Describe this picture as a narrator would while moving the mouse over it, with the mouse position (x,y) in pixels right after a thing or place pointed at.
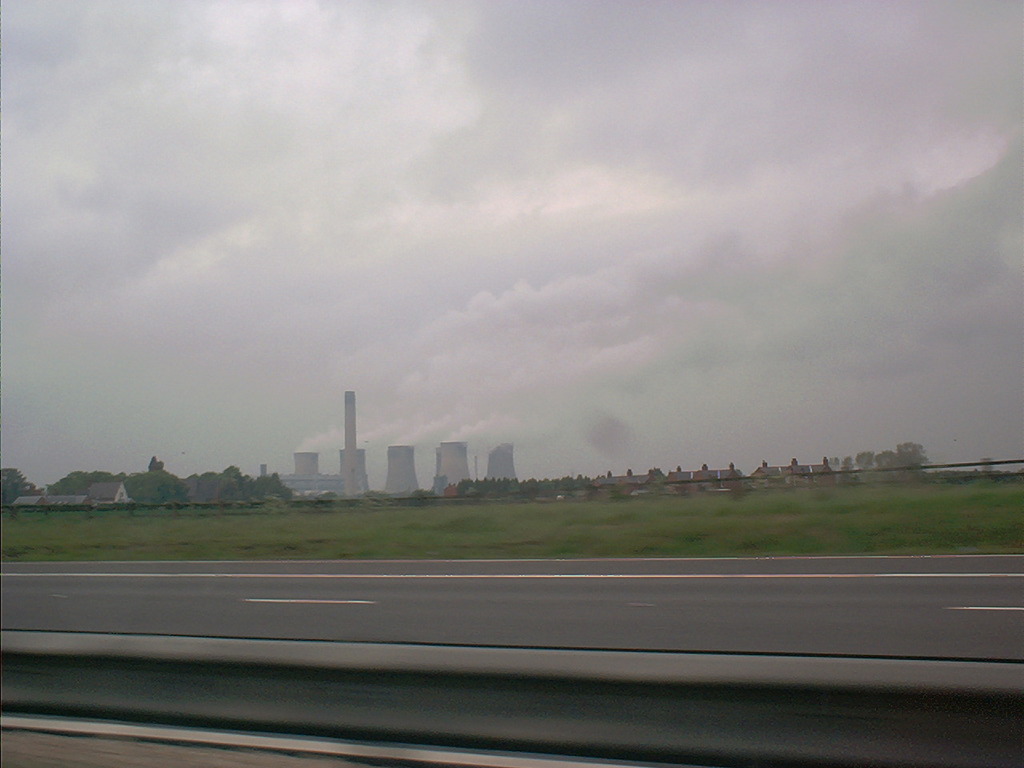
This image is clicked from a vehicle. At the bottom (385,607), there is a road (519,640). In the background (326,507), there are buildings (453,462) along with green grass (371,516). To the top (538,165), there are clouds (530,227) in the sky (463,215).
